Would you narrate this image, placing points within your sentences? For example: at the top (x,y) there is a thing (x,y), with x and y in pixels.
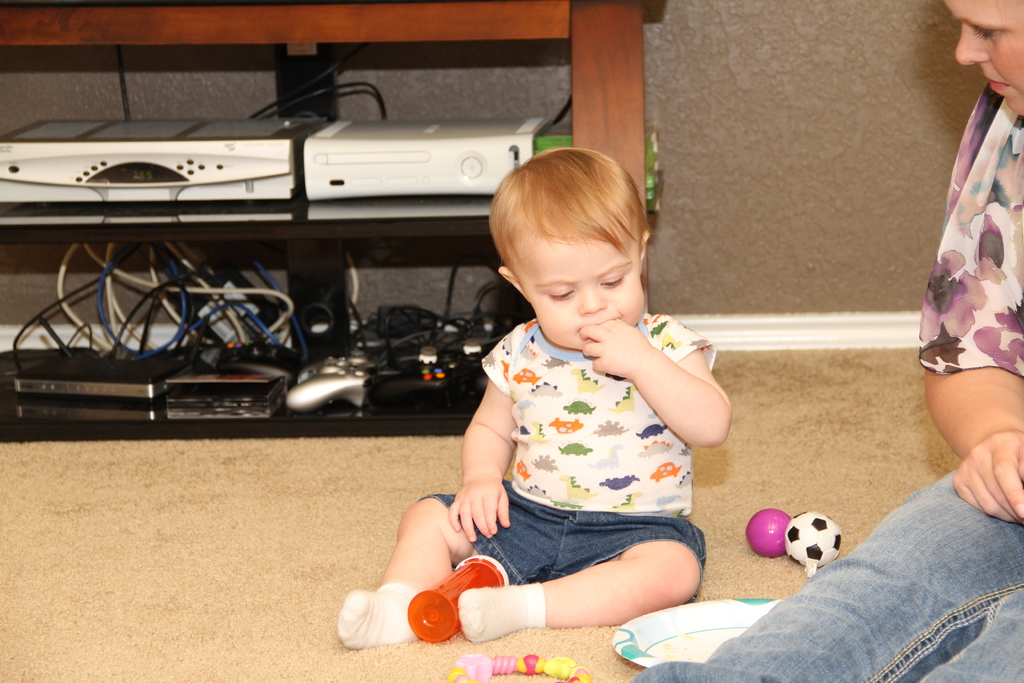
This is the picture of a room (872,260). In this image there are two persons (596,561) sitting and there are toys (494,577) and there is a plate (673,618) in the bottom (655,633). At the back (213,181) there are devices (22,151) and wires (475,331) in the cupboard (219,18). At the bottom (316,583) there is a mat (294,533). At the back (822,200) there's a wall (835,191).
